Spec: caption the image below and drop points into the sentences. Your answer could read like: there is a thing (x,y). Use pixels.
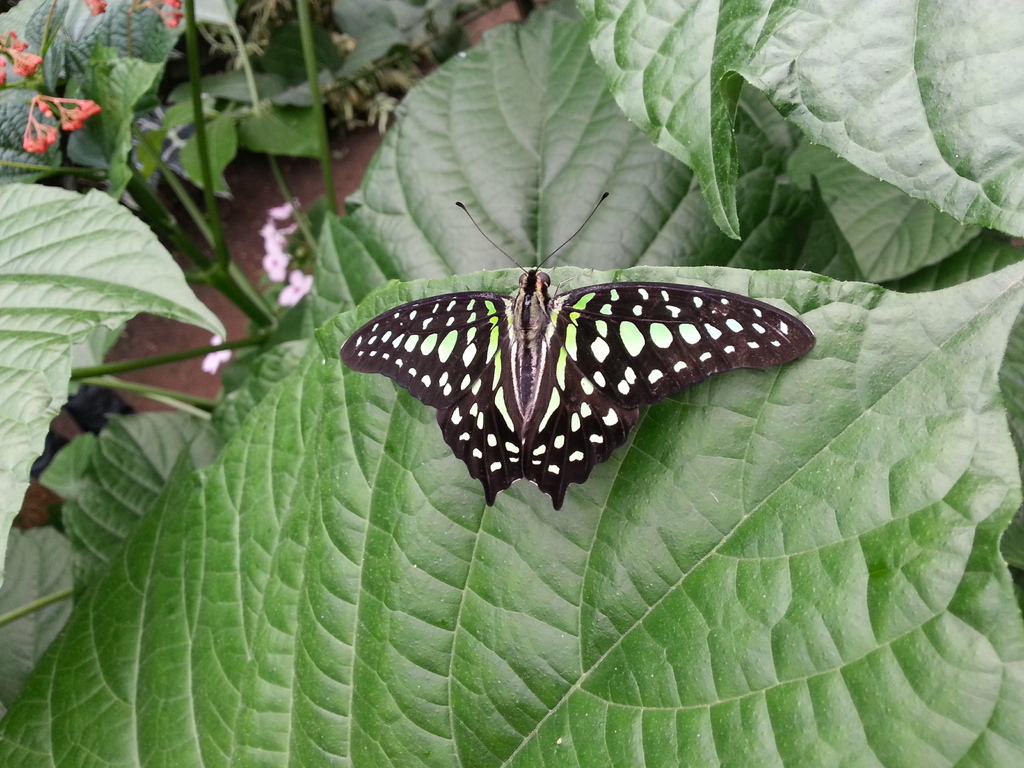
In this picture we can see a butterfly (491,413) on the leaf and in front of the leaf (552,286) there are plants (17,105).
